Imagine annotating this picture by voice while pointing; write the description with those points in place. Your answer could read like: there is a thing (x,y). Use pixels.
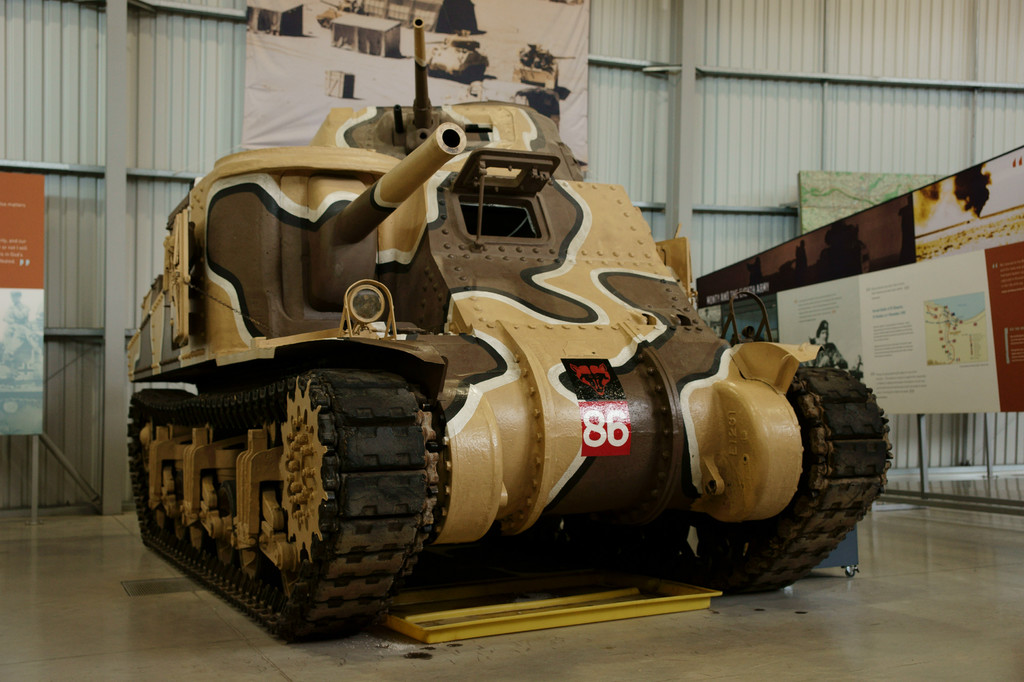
In this image, this looks like a grant tank (651,454), which is brown and cream in color. This is a banner (476,77) hanging. These are the boards (898,255) with the papers (874,314) attached to it. At the left side of the image (30,327), that looks like a hoarding (7,329). I think this is an iron sheet (145,123).
